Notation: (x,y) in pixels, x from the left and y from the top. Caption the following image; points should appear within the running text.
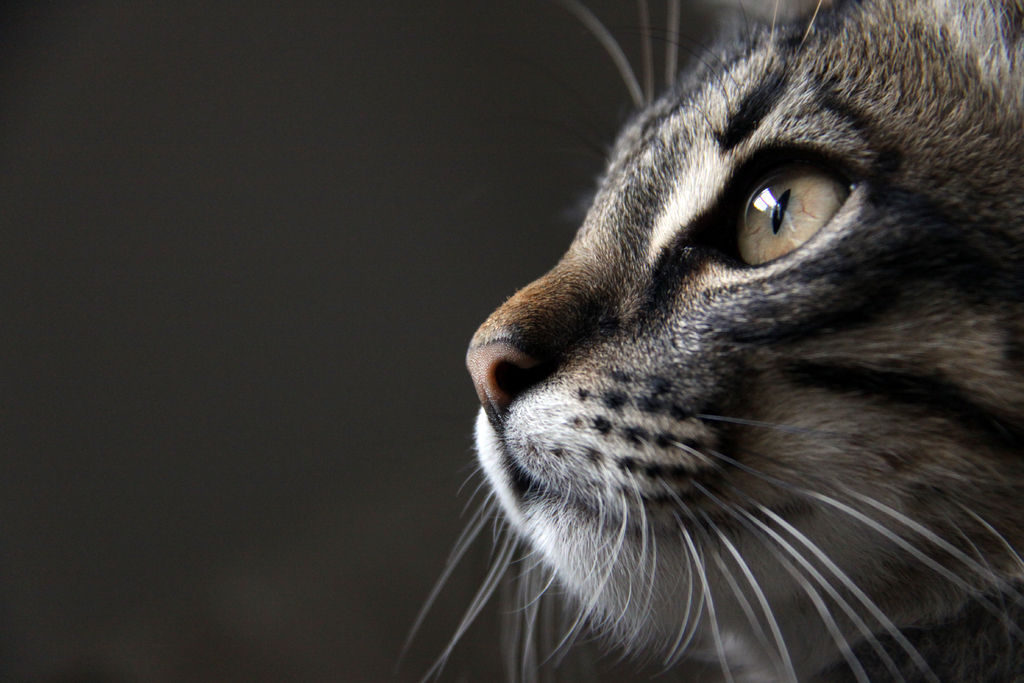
In the picture we can see part of the cat face (1018,538) with mustache (941,561), eye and nose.
